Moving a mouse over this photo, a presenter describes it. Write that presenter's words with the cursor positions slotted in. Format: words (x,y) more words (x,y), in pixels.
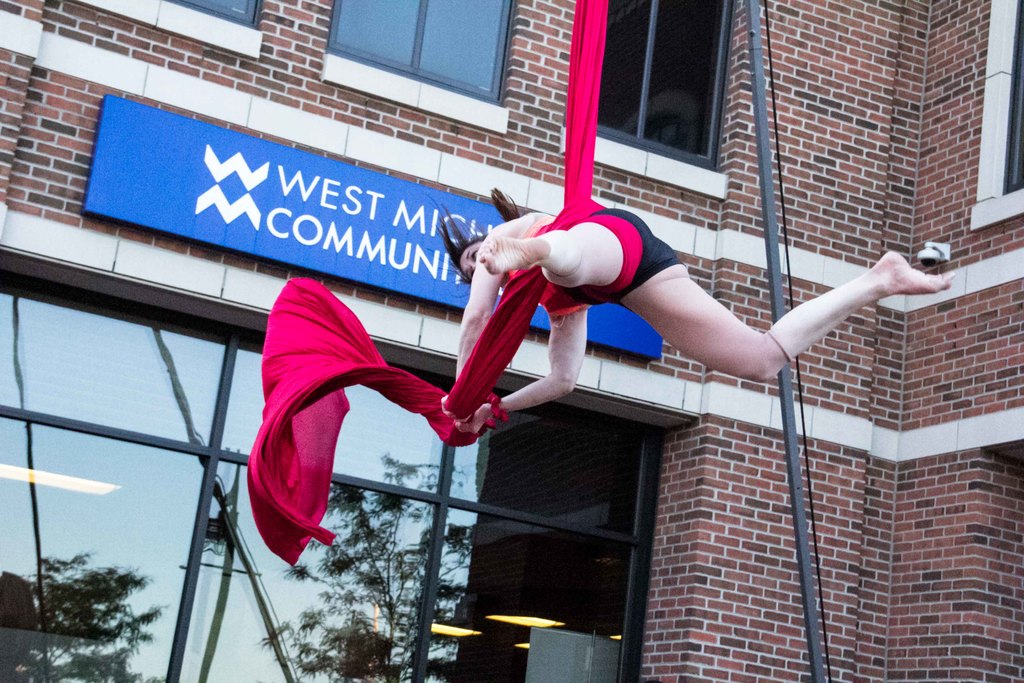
In this image we can see a woman (531,267) is doing an aerial dance. In the background (149,76), we can see a building (933,102) with glass windows (630,446), door (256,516) and a banner (268,208). We can see one metal pole (812,647) on the right side of the image (754,71). We can see the reflection (263,548) of the sky (192,652) and trees (51,633) in the glass (42,627).
